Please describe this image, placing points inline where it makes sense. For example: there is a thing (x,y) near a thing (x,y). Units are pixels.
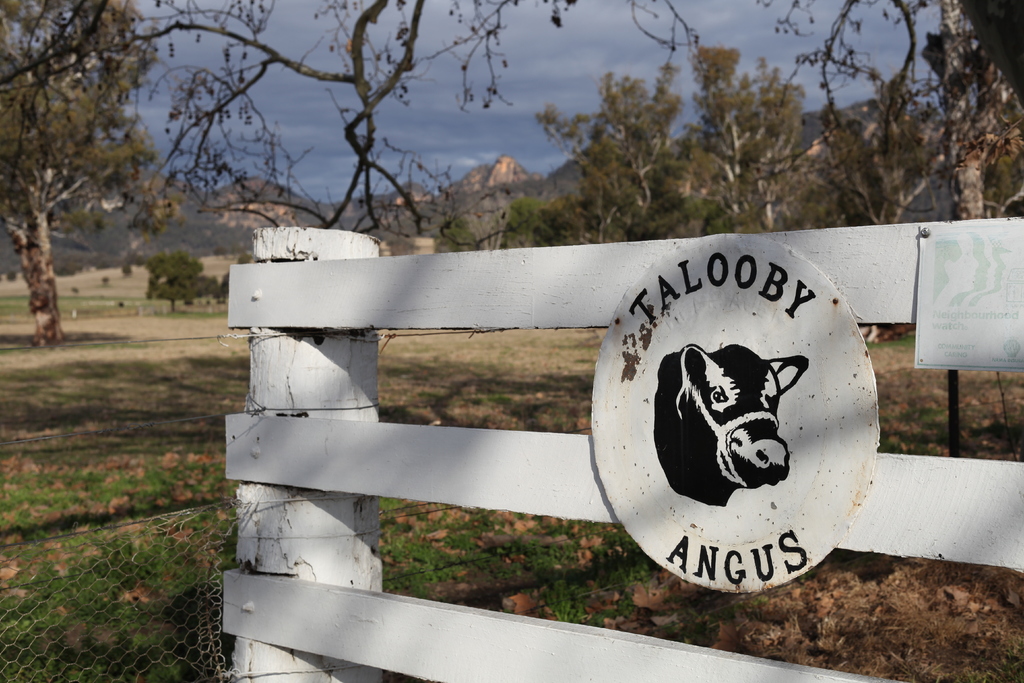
In this image, we can see a board (677,327) with some text (751,282) and a logo (724,414) and there is a poster (928,291) and we can see a fence (201,557). In the background (580,165), there are trees (532,213) and hills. At the top (348,89), there is sky (358,111) and at the bottom (183,492), there is ground (104,403).
